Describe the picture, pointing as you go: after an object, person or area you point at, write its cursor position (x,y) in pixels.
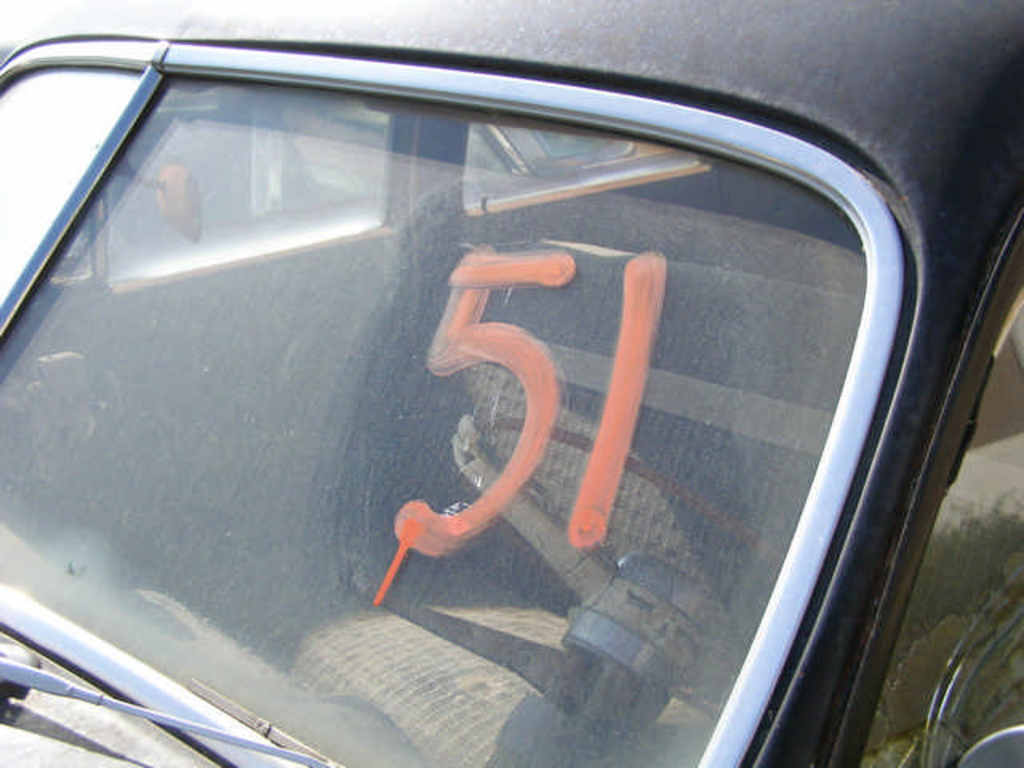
In this image we can see a windshield (497,305) of a car (450,589) written number fifty one (651,325) on it.
